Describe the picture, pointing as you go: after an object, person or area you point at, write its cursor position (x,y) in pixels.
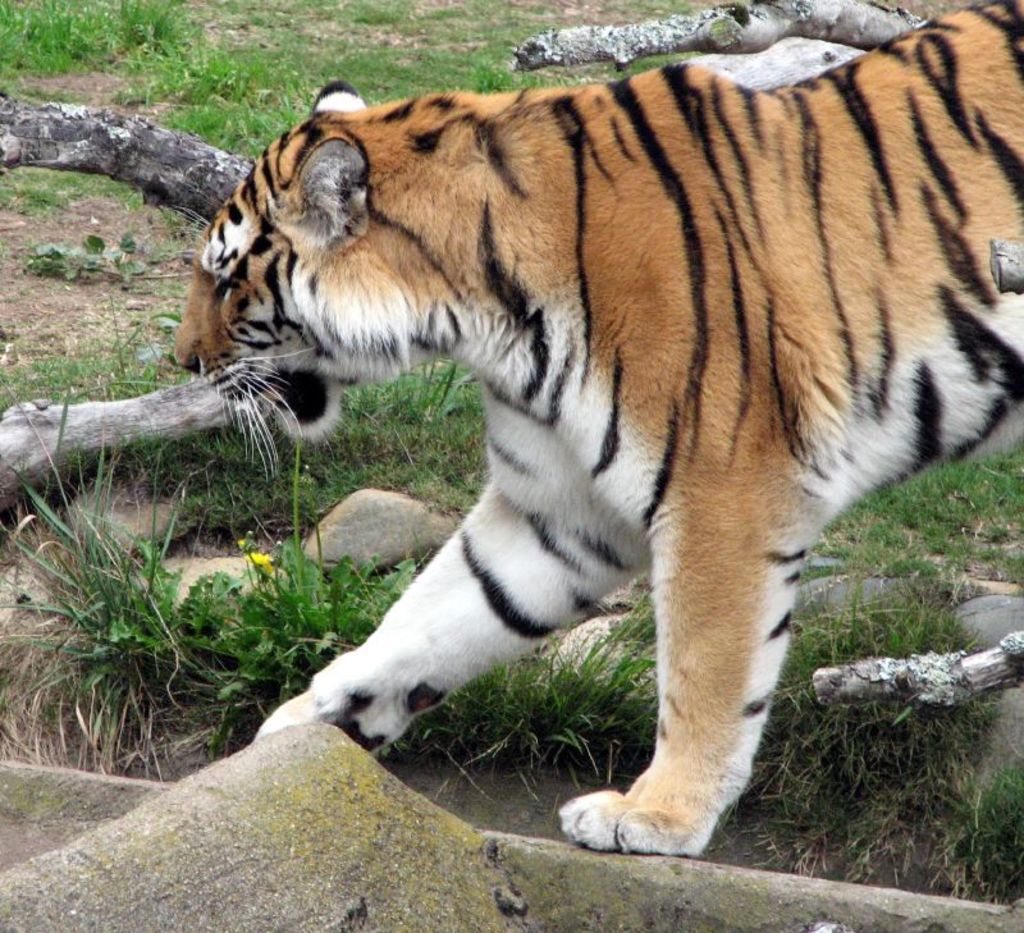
This picture is taken from outside of the city. In this image, we can see a tiger (839,329) walking on the land (46,219). In the background (631,675), we can see the grass (98,4). At the bottom (300,788), we can see a land (244,729) with some stones (418,539) and a grass (172,629).
